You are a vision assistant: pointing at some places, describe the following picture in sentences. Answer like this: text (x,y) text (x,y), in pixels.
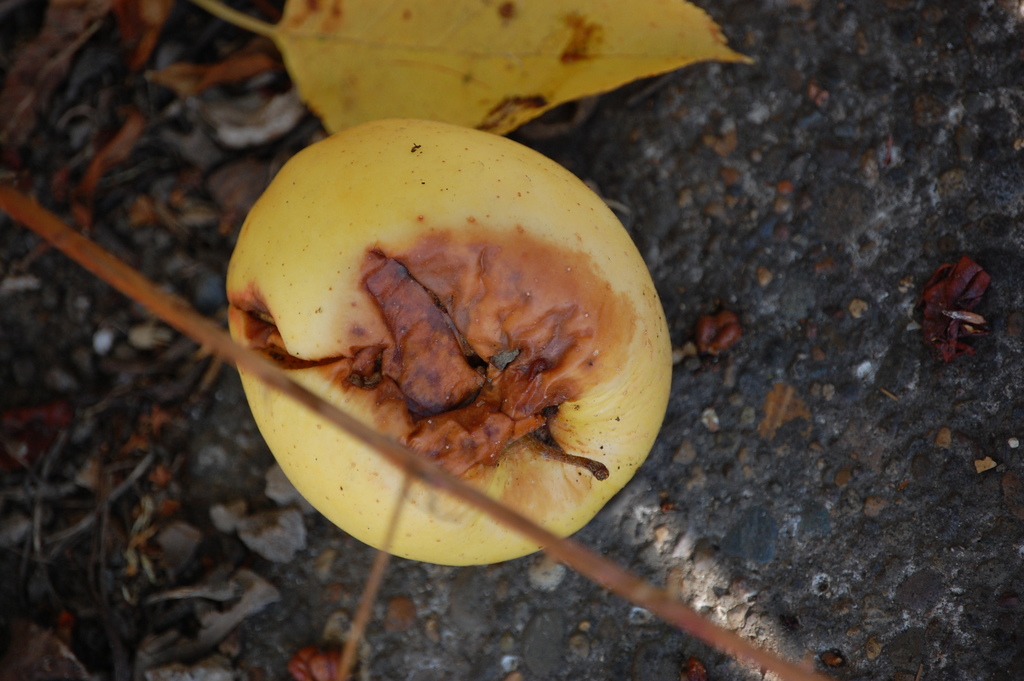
In the image there is a rotting fruit (404,369) on the ground (625,658) and around it the land (770,270) is partly covered with dry leaves (232,74).
